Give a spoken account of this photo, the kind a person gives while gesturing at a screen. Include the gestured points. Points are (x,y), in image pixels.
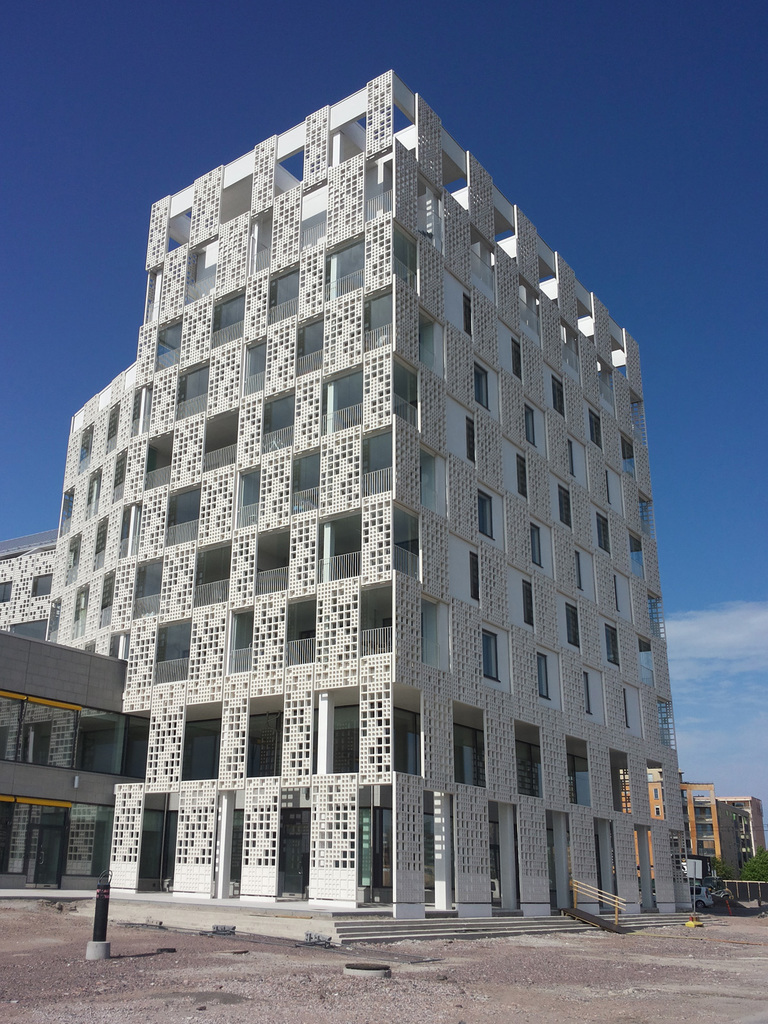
In this image we can see building (571,764) with group of windows (548,848), staircase (579,926), railing (607,898). In the foreground (100,928) we can see a pole (100,910). In the background (749,872), we can see group of buildings (746,858), trees (723,872) and the cloudy sky (687,278).
